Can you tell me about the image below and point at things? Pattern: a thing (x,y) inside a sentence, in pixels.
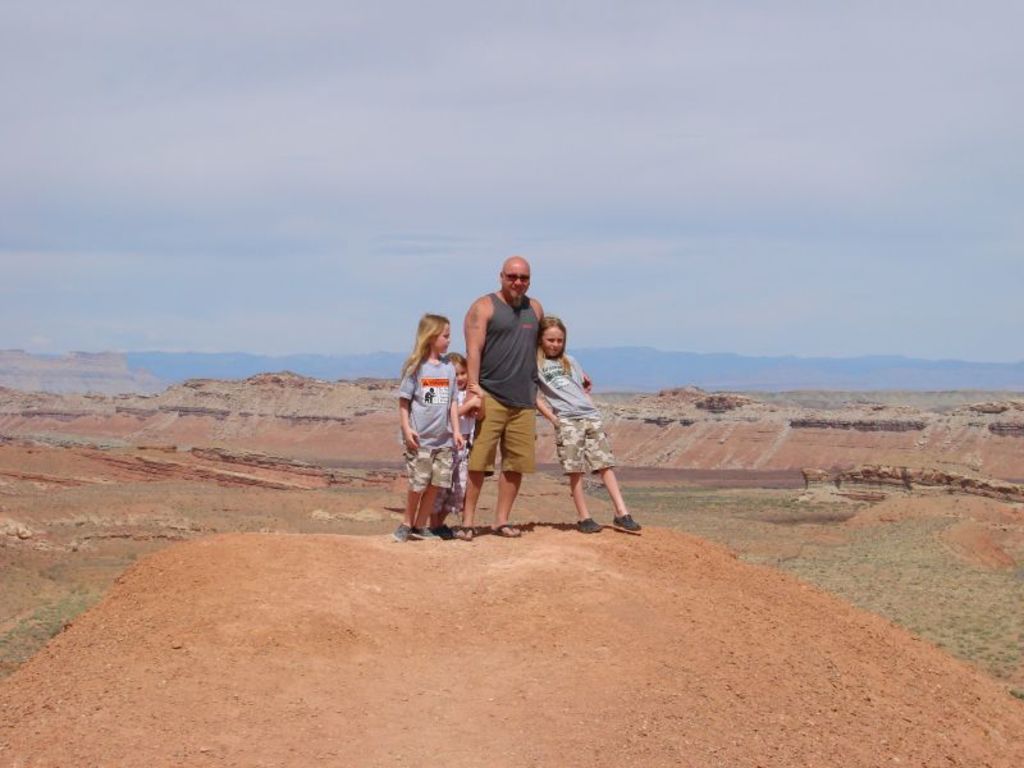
As we can see in the image in the front (520,523) there are four people (501,449) standing. In the background (347,398) there are hills (978,377). At the top (528,103) there is sky (753,52).
